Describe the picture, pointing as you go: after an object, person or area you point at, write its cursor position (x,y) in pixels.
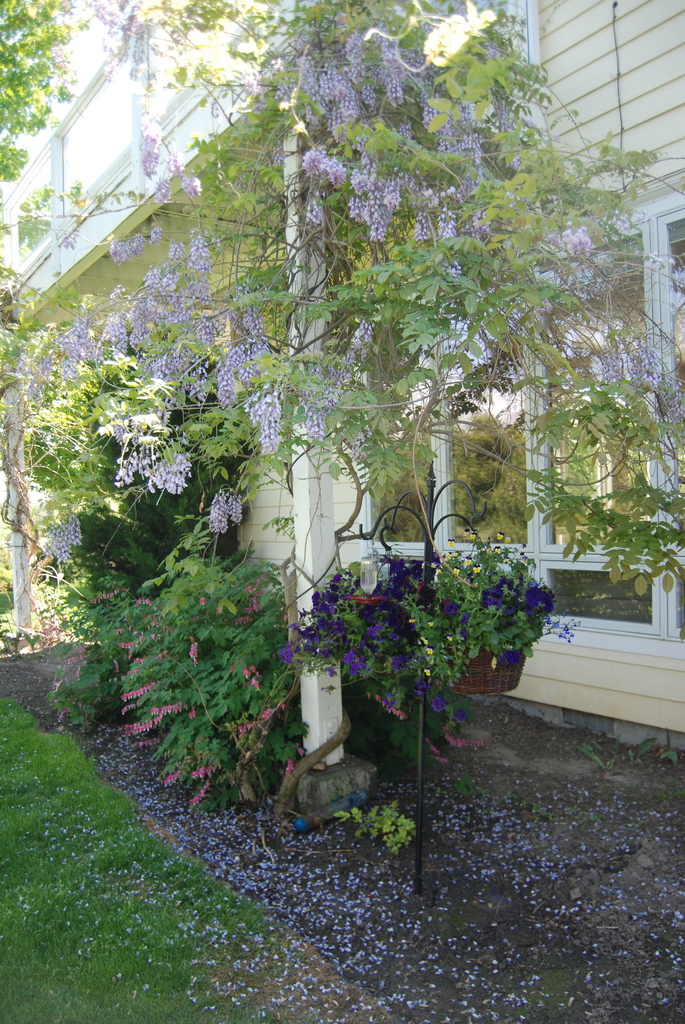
On the ground (121,822) there is grass (79,879). Also there are poles (300,497). Near to that there are many flowering plants (163,583). Also there is a pot (456,660) with a plant (455,641) and a stand (427,568). Near to that there is a building (569,135) with windows (410,506).
